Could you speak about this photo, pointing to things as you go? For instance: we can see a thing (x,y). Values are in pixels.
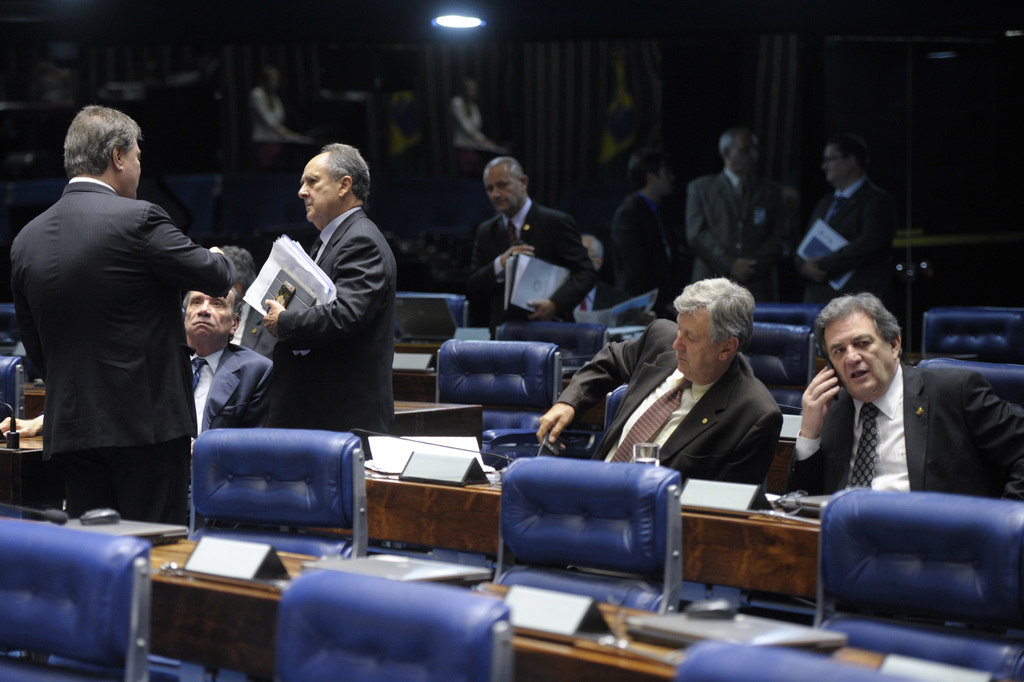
In this image, there are few people (225,357) sitting on the chairs (513,440) and I can see few people (548,233) standing and holding the papers (273,305) There are name boards (247,555), laptops (651,630) and few other objects (395,471) on the tables (648,646). At the top of the image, there is light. In the background (261,131), those are looking like the sculptures (293,134) and flags (614,111).
